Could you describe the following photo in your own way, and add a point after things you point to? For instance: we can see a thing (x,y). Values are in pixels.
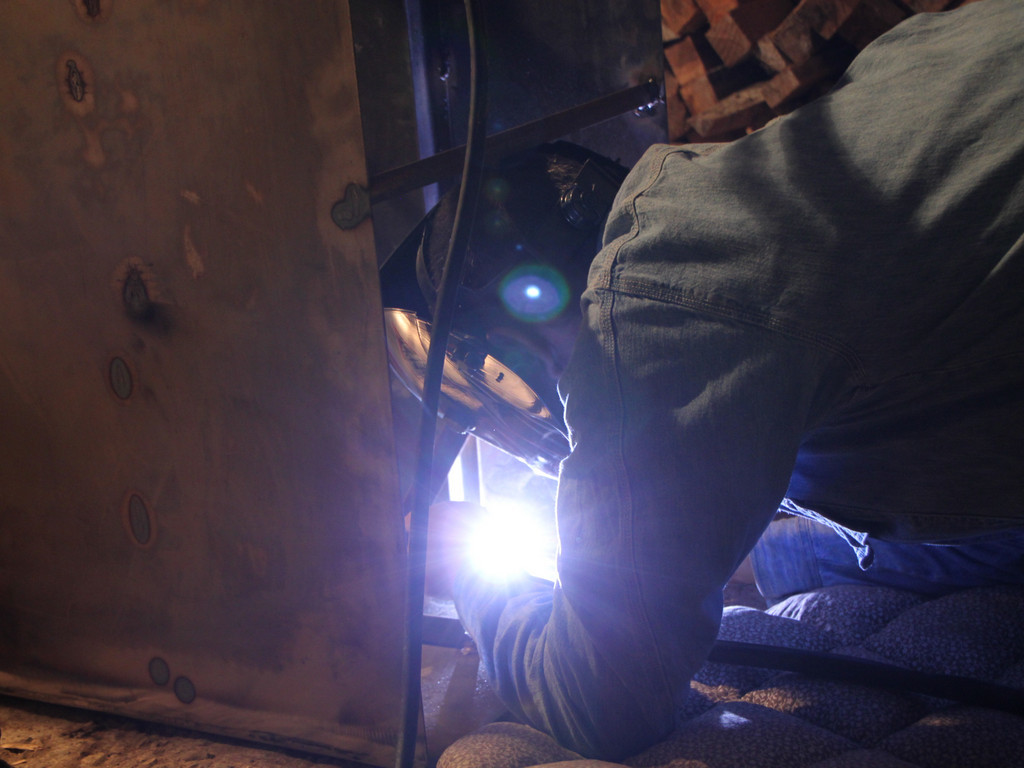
As we can see in the image on the right side (899,453) there is a man (871,408). In the middle (515,510) there is an electrical equipment (488,424) and light (520,547). On the left side (276,353) there is a metal sheet (150,411).
